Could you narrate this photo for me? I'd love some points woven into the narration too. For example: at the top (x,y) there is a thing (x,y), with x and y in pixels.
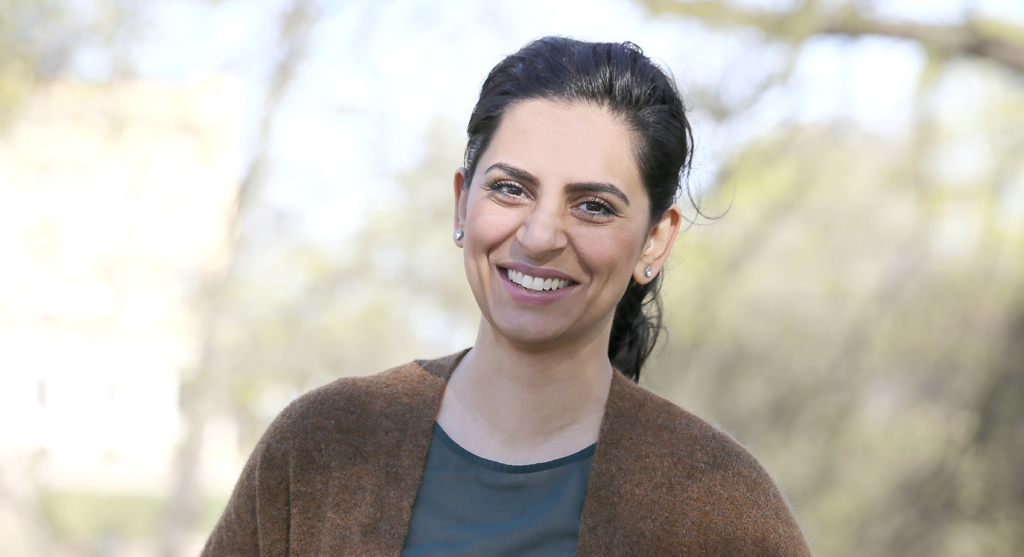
In this image we can see a woman (451,507) wearing brown jacket (397,463) with long hair (620,341). In the background (982,225), we can see a group of trees (1002,246).
